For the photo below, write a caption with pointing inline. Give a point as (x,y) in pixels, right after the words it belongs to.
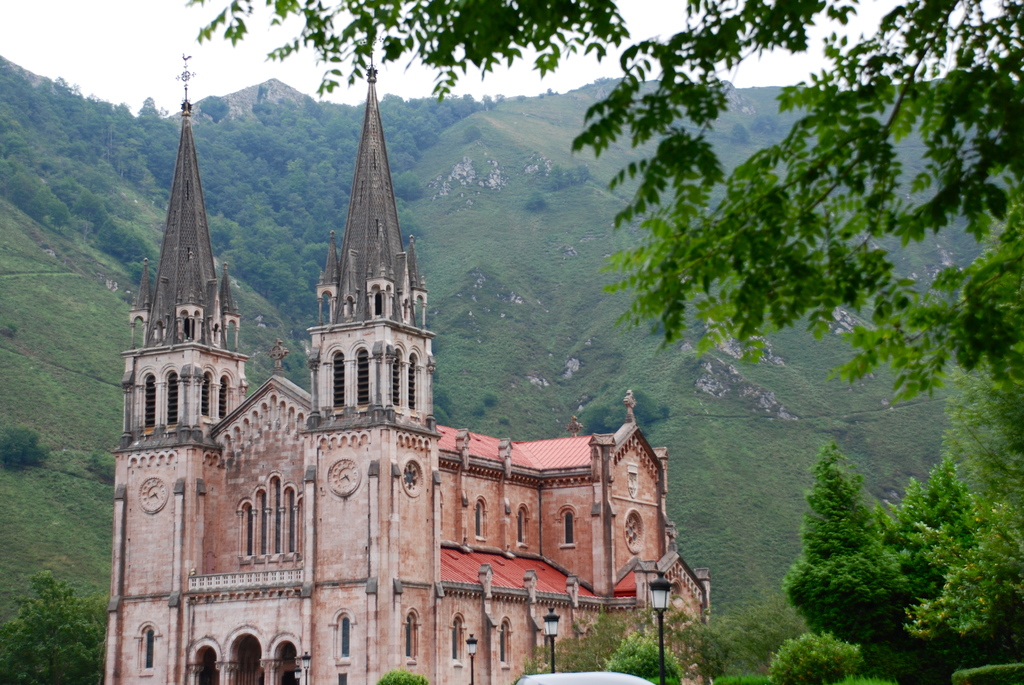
In this image, we can see a building (544,531) and there are some trees (1015,467), we can see mountains (512,278) and at the top (207,75) there is a sky (207,75).
